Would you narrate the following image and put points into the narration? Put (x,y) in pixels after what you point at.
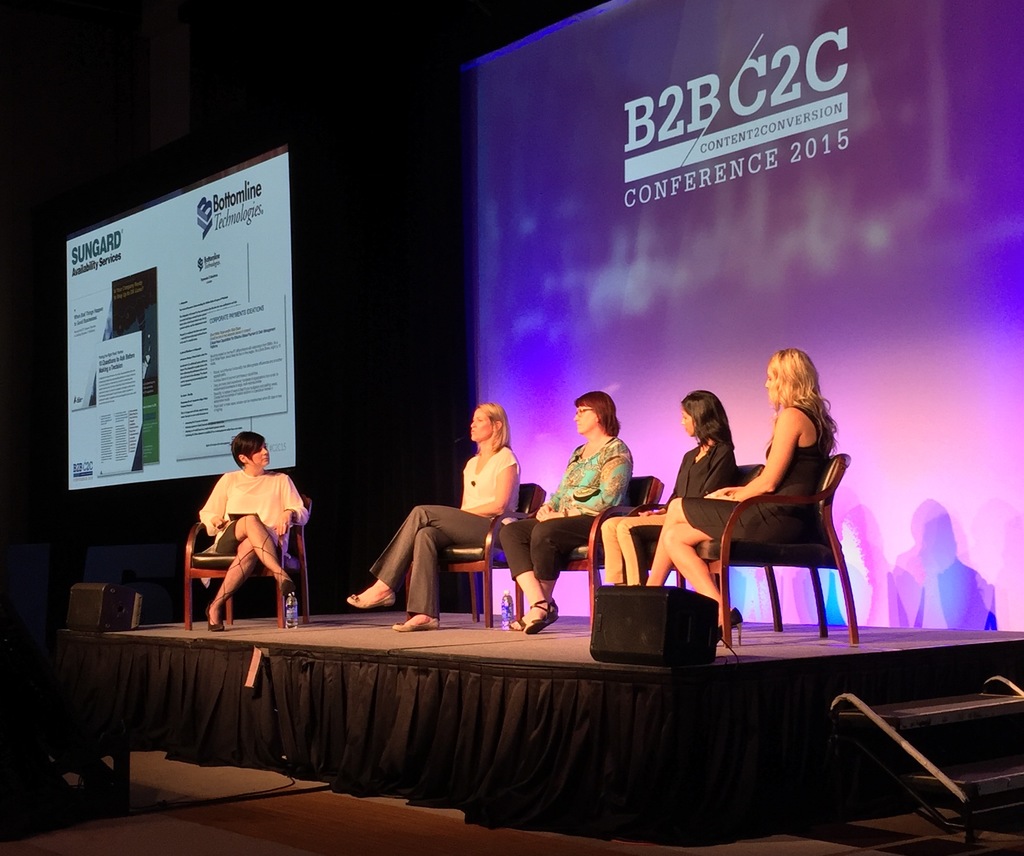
In this image we can see a few people (301,514) sitting on the chairs (231,612), there are bottles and some other objects (80,610) on the stage (403,635), also we can see the screens (548,167) with some text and the background (346,338) is dark.
